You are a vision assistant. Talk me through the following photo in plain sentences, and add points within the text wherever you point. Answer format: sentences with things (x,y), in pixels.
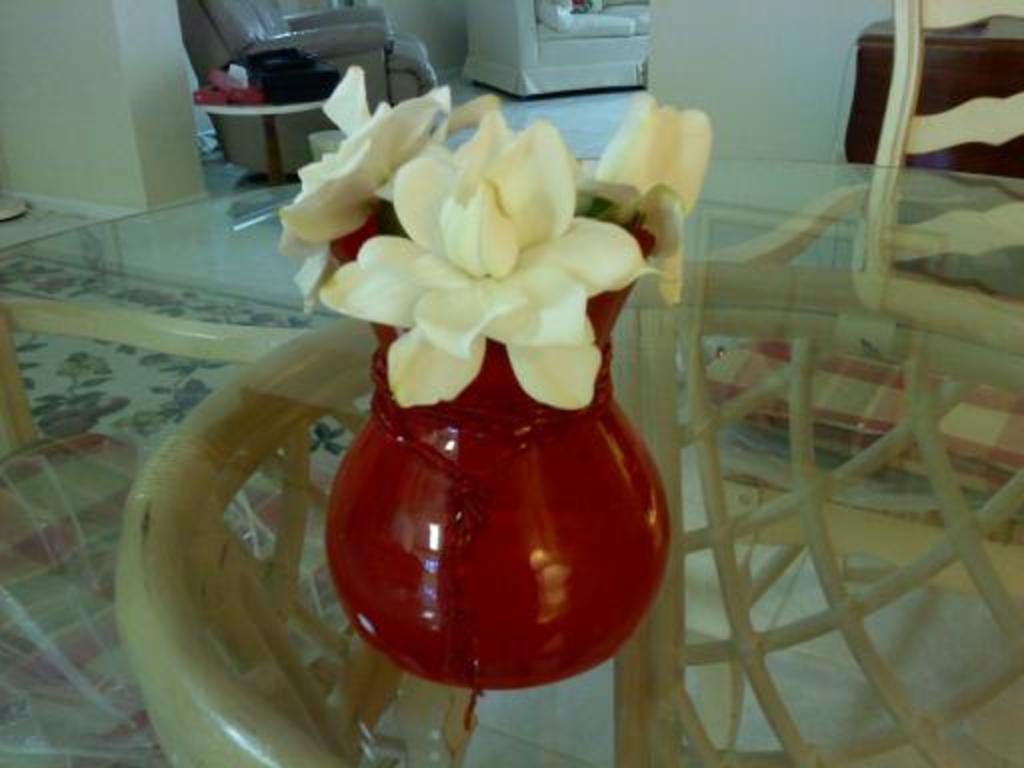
In this image, we can see a flower vase (522,507) that is placed on a glass table (880,540). Floor (934,625) we can see. Wooden chair (902,128). The back side we can see a chairs (365,48) and table (268,110). Few items (250,78) are placed on it. Cream color wall (101,122). Left side (137,285), There is a floor mat (147,298).
